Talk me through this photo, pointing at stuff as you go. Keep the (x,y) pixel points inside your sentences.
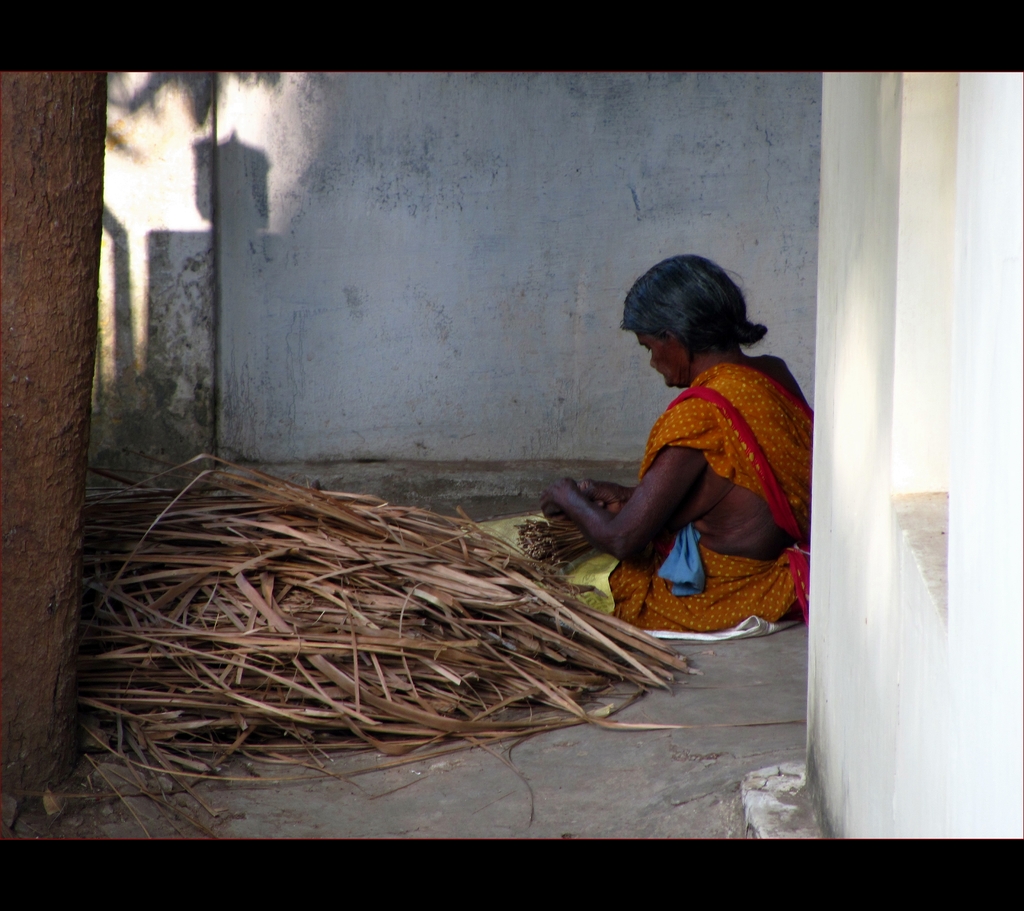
In this image we can see wooden sticks (364,640) on the floor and on the right side (702,333) we can see a woman (636,504) is sitting on the floor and holding sticks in the hands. On the left side (75,223) we can see a tree trunk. In the background (745,257) and on the right side (986,173) we can see the walls (926,173).
